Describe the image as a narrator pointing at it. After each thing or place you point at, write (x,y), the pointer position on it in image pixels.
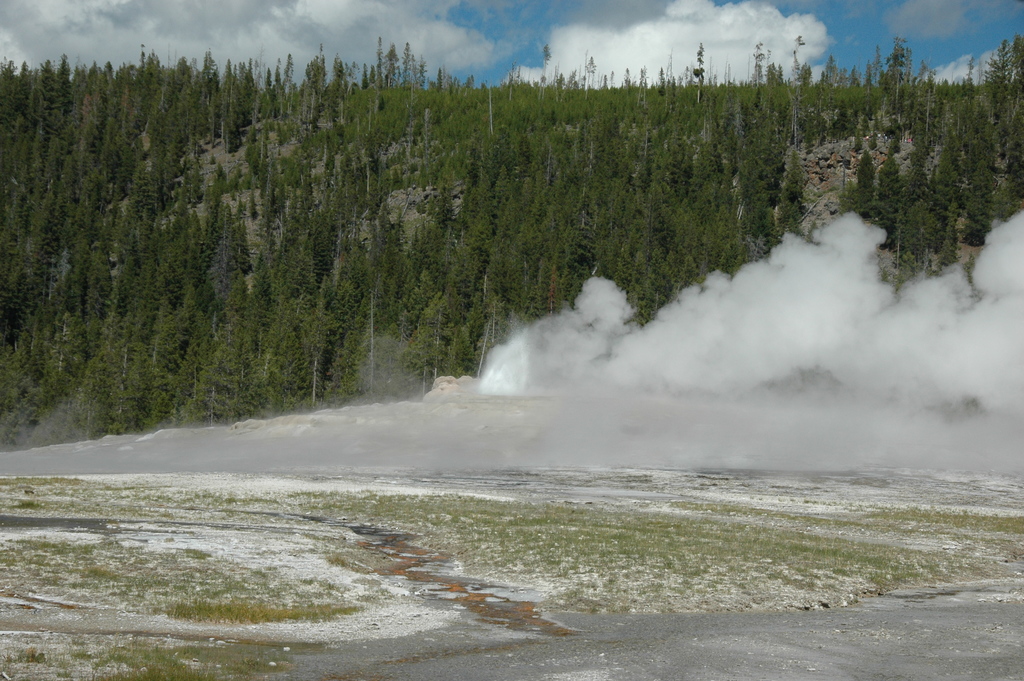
In this image I can see the ground (460,543), some white colored thing (287,549) on the ground (354,552) and the smoke (706,368) which is white in color. In the background (581,285) I can see few trees (489,211) and the sky (523,29).
